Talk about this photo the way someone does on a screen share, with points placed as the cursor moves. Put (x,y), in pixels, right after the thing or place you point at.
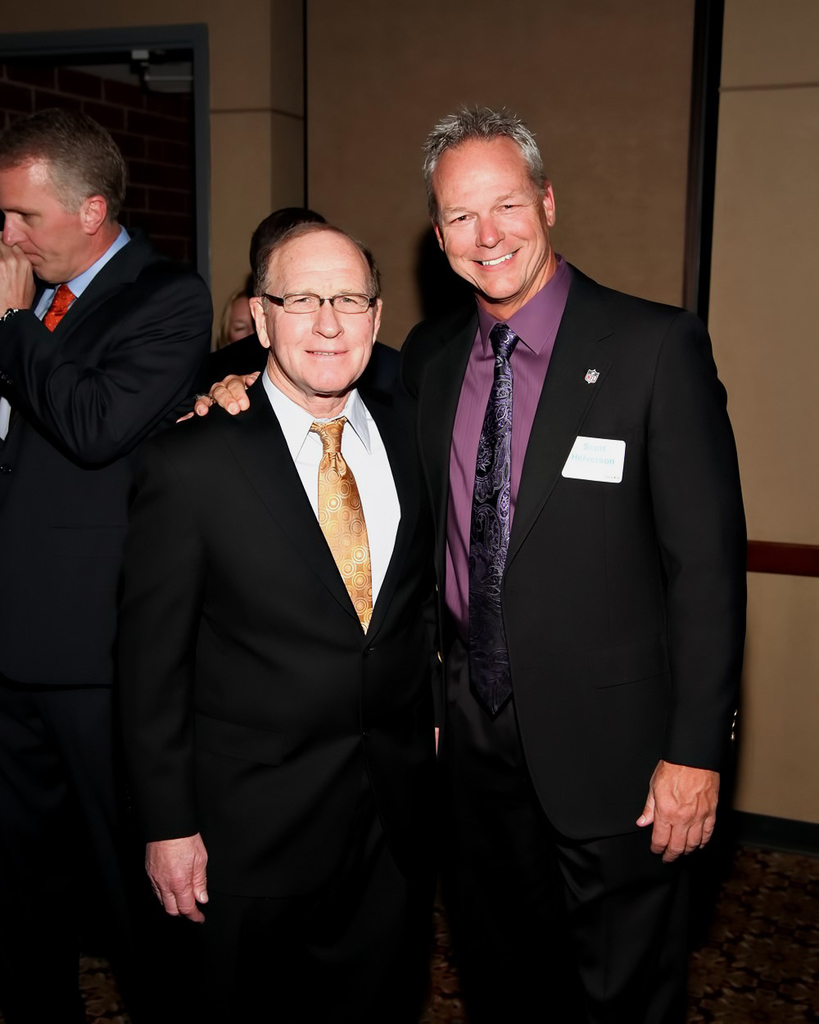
In this image, in the foreground (726,664) we can see there are two people (585,1011) standing and wearing suits (403,601), and on the back (98,28) top left hand corner (24,45) there is a door (176,88).
